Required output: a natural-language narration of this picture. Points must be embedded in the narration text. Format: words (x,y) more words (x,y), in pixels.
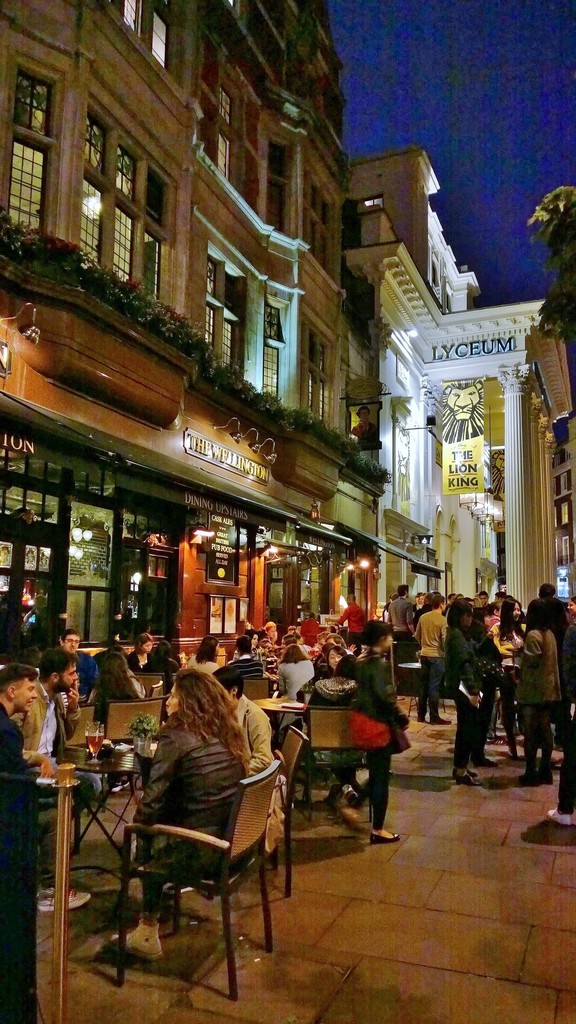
In the picture there are lot of people (186,758) sitting and some of the people (422,634) are standing, it looks like some restaurant (189,568), open area restaurant (142,706) beside them there is a restaurant (220,558) and upside the restaurant (68,331) there is a big building (24,4) in the background (443,347) there are trees (555,242), another building (454,370) and a sky (444,151).
